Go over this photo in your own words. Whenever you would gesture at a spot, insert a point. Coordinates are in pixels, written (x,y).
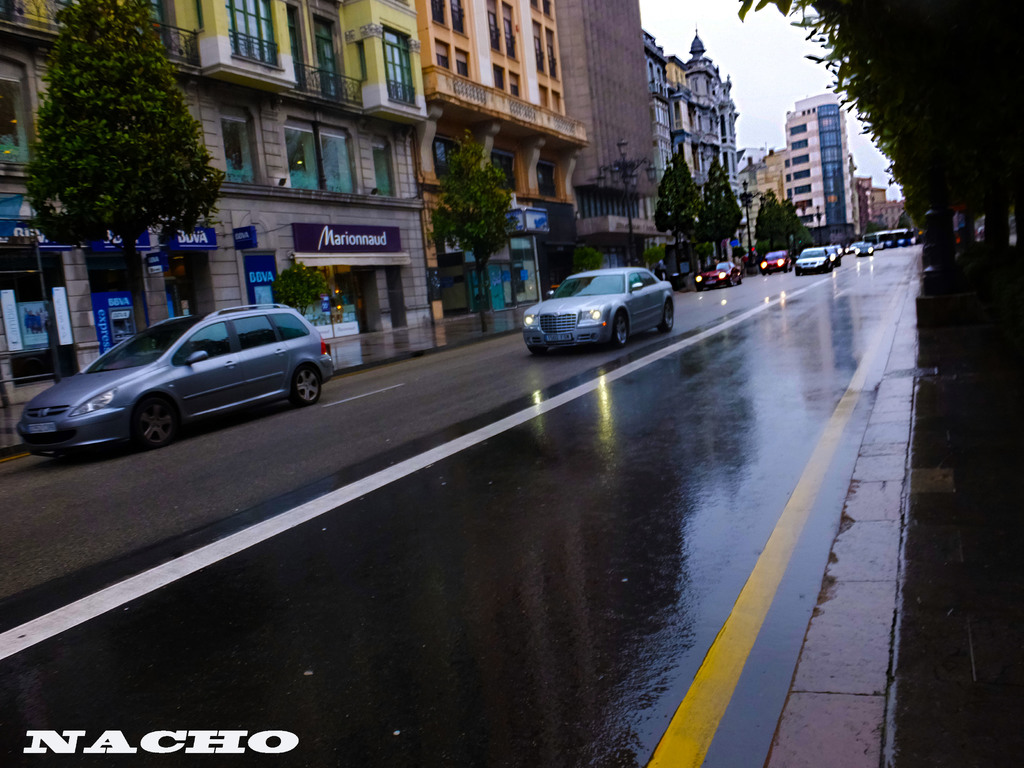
In this image there are cars (807,261) on a road (539,594), on either side of the road (539,594) there are trees (973,142), in the background (891,209) there are buildings (603,188), in the bottom left (248,735) there is text (223,744).
